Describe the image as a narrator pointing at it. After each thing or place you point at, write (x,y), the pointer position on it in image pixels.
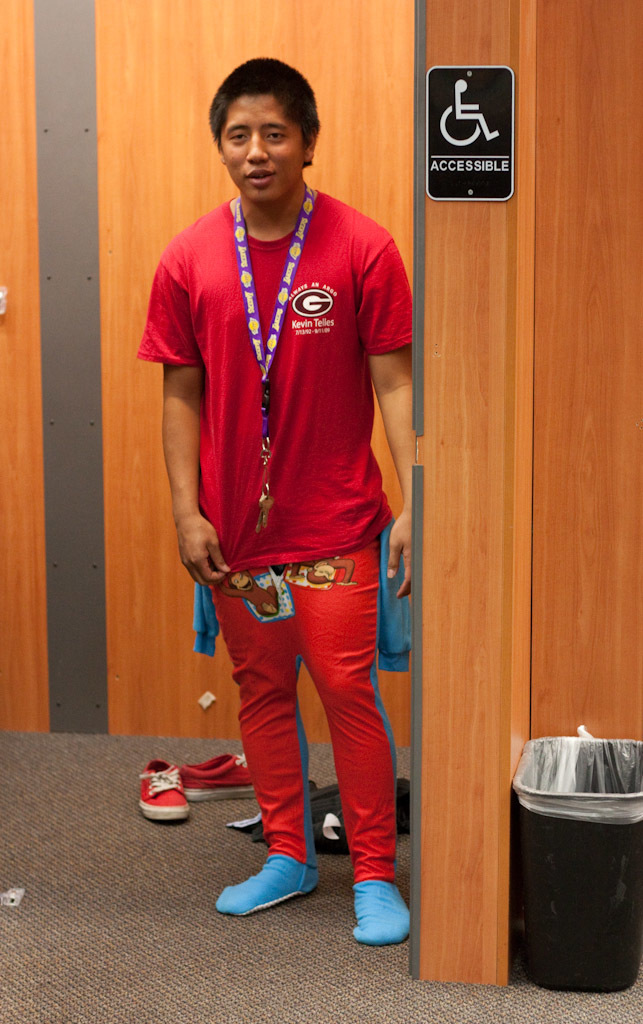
In this image I see a man (250,318) who is standing and I see that he is wearing red and orange color dress (316,604) and I see the shoes (154,815) over here and I see a trash can (575,876) over here and I see the wall (592,578) which is of brown in color and I see something is written on this black color board (473,112).
